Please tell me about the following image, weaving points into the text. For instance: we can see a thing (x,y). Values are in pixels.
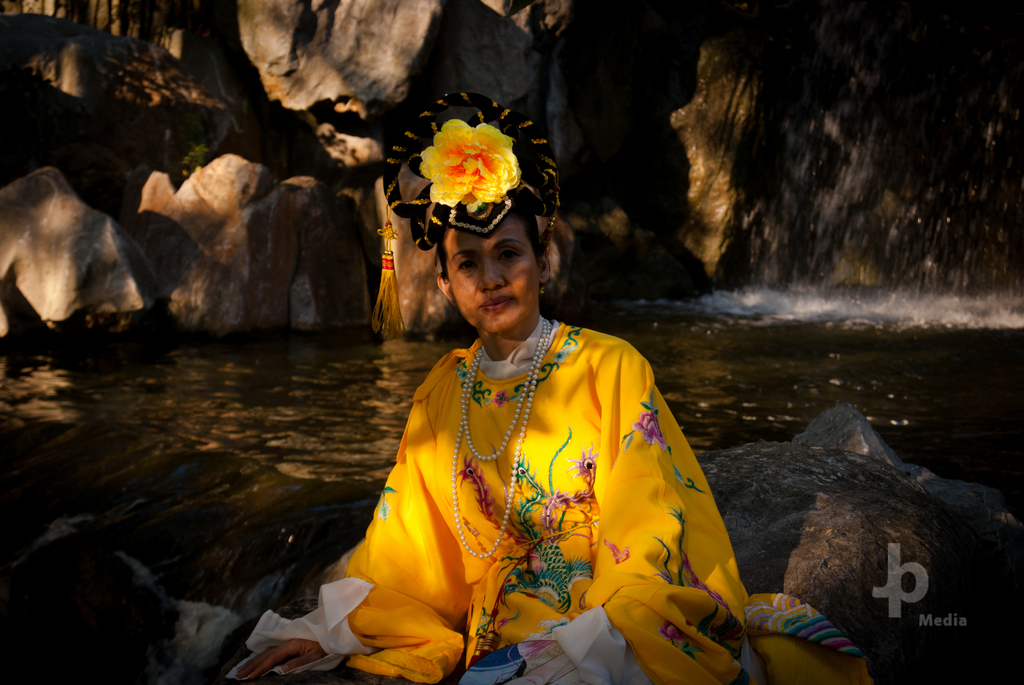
There is a woman (491,469) sitting on a rock (803,575). Here we can see water (762,380). In the background (337,78) we can see a mountain (364,106).
